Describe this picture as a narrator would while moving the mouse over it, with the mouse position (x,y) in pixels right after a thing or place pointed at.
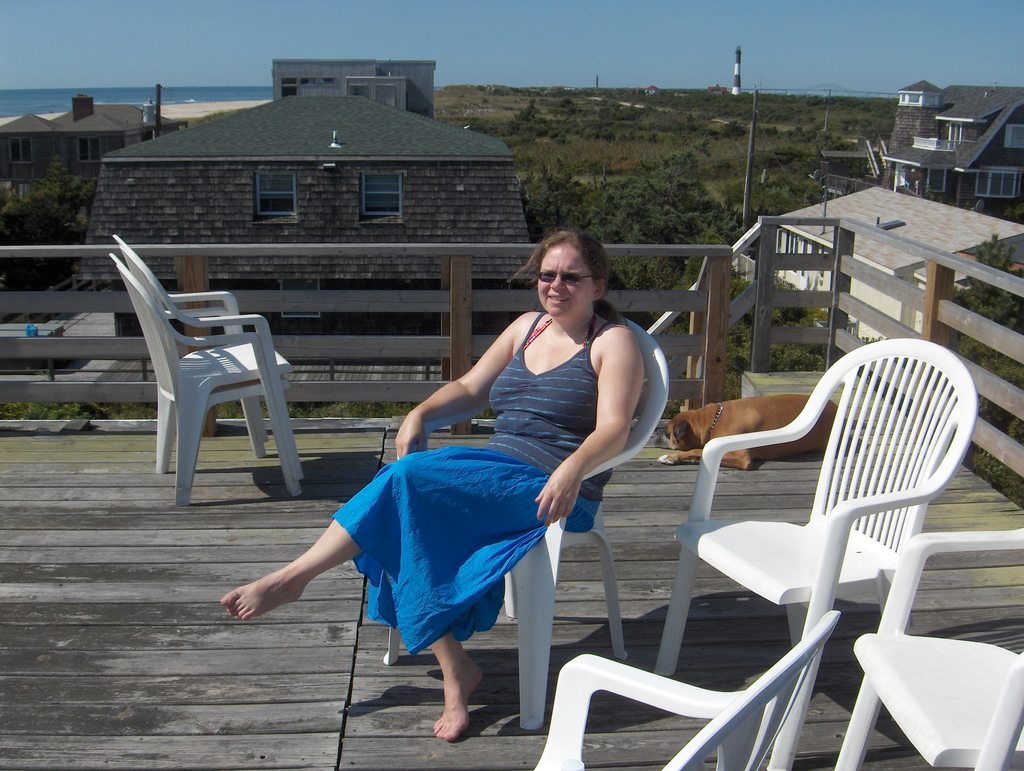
In this image I can see, a woman (555,512) is sitting on the chair (594,474). In the middle (671,459) there is a dog (802,446) and there are houses (286,227) at the back side (460,209). On the left side (11,98) it looks like a sea (181,90), at the top (569,70) it is the sky (615,66).
